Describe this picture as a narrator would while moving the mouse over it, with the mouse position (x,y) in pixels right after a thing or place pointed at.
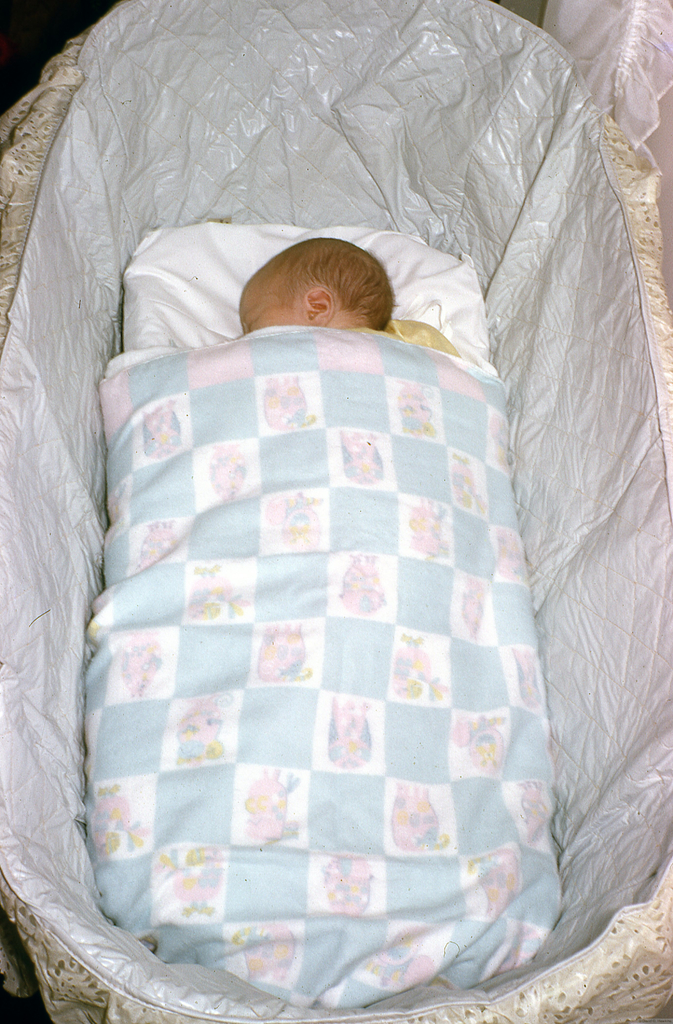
In this image we can see a baby (285,294) sleeping on a bed (105,278) and covered with a blanket (339,600).
